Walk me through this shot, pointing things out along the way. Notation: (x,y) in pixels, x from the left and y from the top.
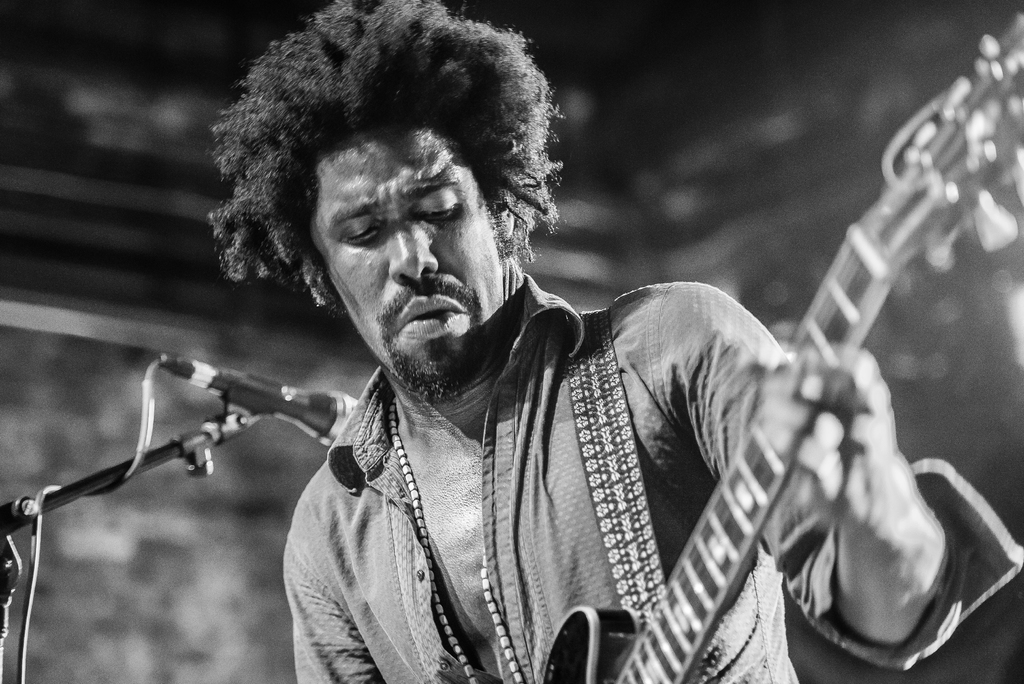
A man (447,159) is playing guitar (940,183). There is a mic (264,405) beside him.
